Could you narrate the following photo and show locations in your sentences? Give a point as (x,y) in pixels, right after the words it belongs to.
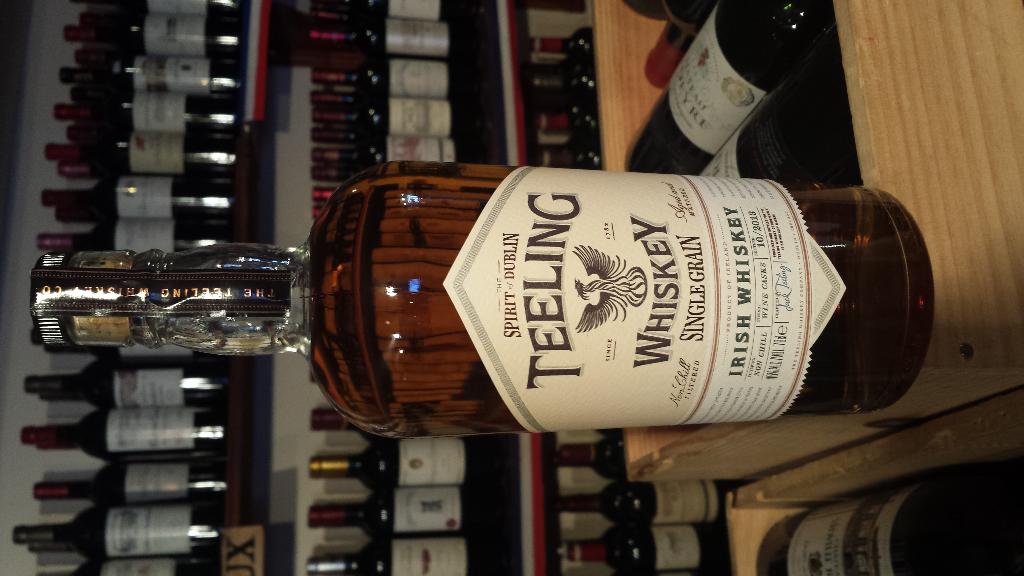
In this image, There is a table (960,217) which is in yellow color on that table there is a whiskey bottle (446,224) which is in brown color and there are some bottles (691,143) kept on the table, In the background (374,131) there are some bottles (145,390) kept on the tables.
